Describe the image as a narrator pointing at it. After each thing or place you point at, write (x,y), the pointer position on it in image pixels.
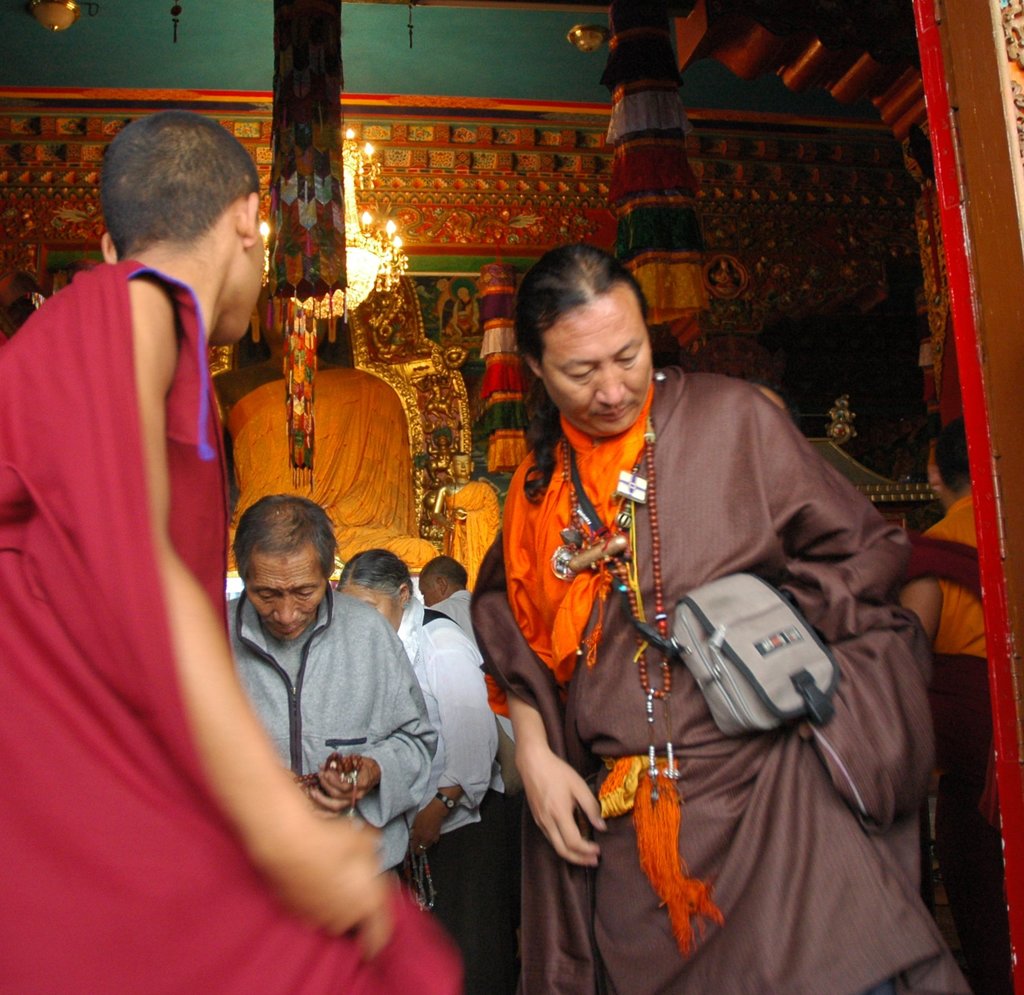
In the image there are few people (558,613) and in the background (16,117) there are beautiful carvings (847,206) to the wall (586,209) and at the center of the wall (573,207) there is a sculpture (358,429) and on the right side (722,42) there is an arch (736,71) to the roof (834,53).
